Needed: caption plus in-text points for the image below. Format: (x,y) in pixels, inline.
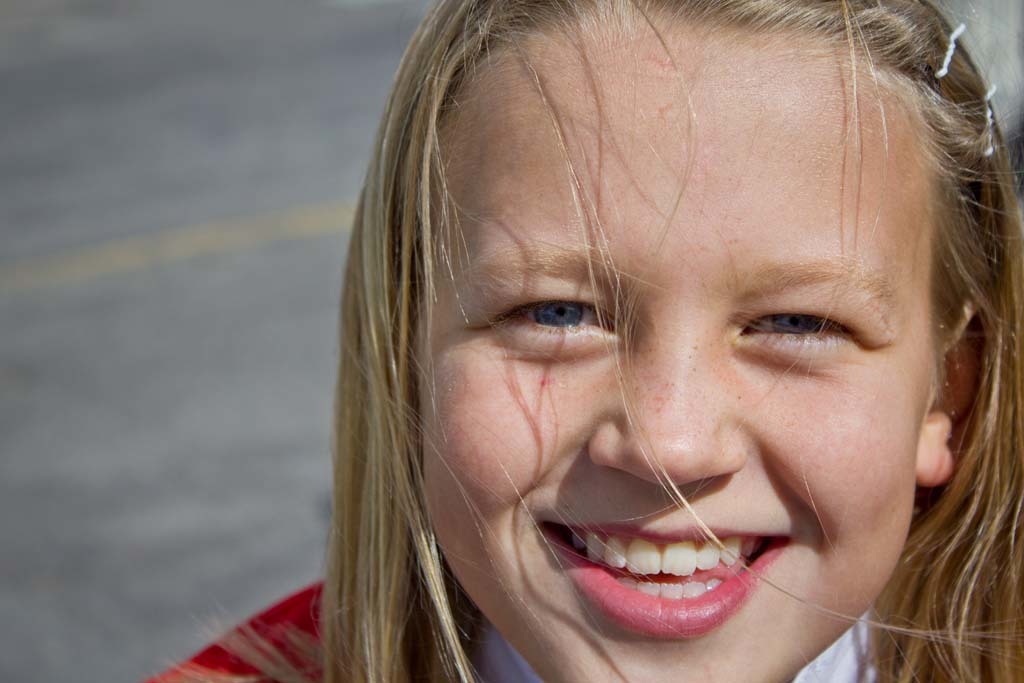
On the right side of this image (686,207) there is a girl (594,587) smiling and looking at the picture. In the background (175,233) there is a road (129,437).
